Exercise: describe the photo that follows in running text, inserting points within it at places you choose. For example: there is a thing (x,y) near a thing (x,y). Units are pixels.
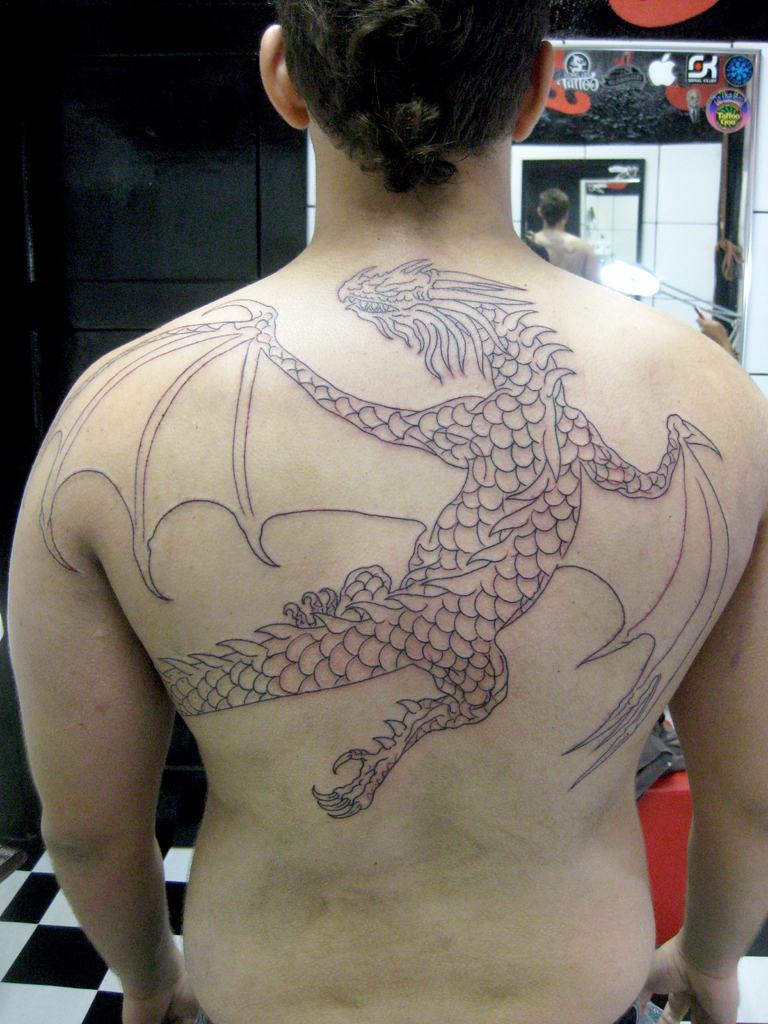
In this image, I can see a person (339,773) is having a tattoo (417,732) on his body (448,544). In the background (228,125), I can see a door (255,201), mirror (583,197) and some objects (696,298). This image taken, maybe in a room (606,6).
